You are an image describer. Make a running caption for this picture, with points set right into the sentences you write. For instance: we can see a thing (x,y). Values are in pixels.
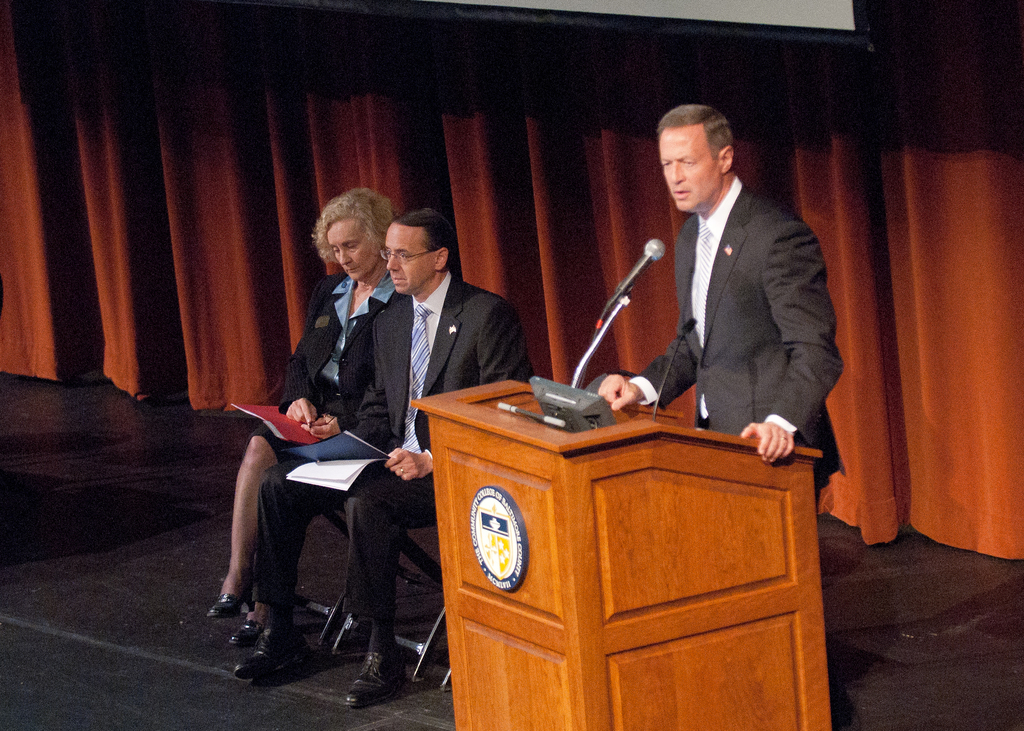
This picture describes about group of people (515,368), few are seated on the chairs (345,624) and a man (723,305) is standing, in front of him we can see microphones (643,267) on the podium (532,479), in the background (534,225) we can find curtains (542,186).
